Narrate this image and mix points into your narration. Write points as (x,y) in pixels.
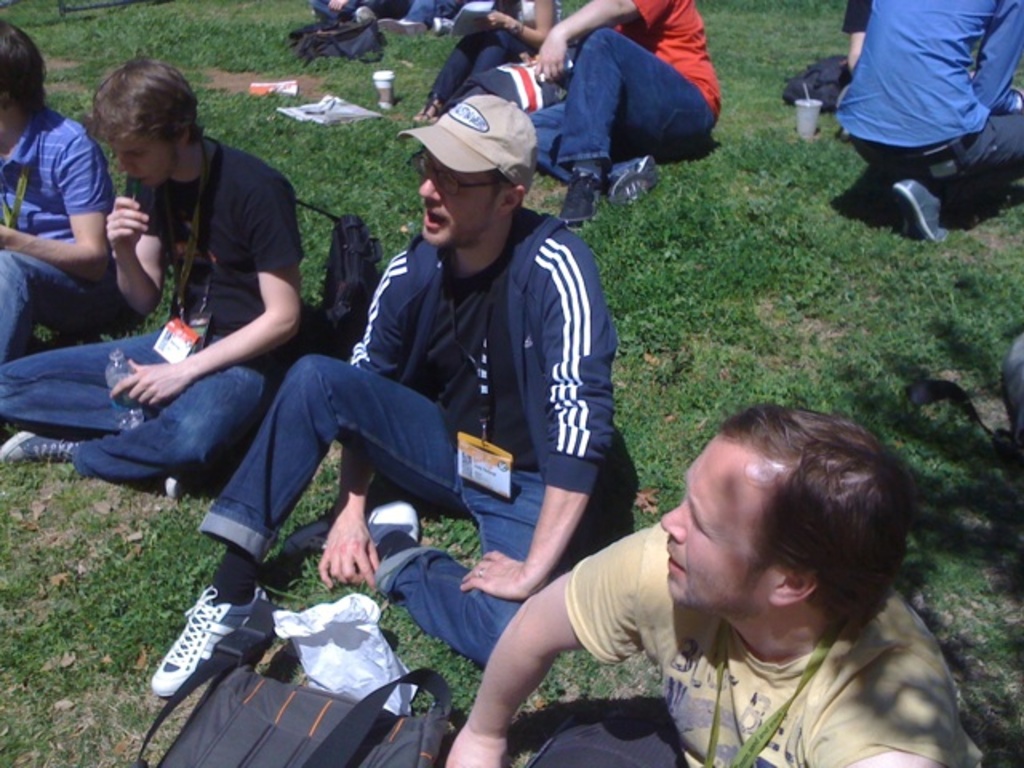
In this picture we can see so many people (323,373) are sitting on the grass (1010,249), around we can see few objects (314,628).
